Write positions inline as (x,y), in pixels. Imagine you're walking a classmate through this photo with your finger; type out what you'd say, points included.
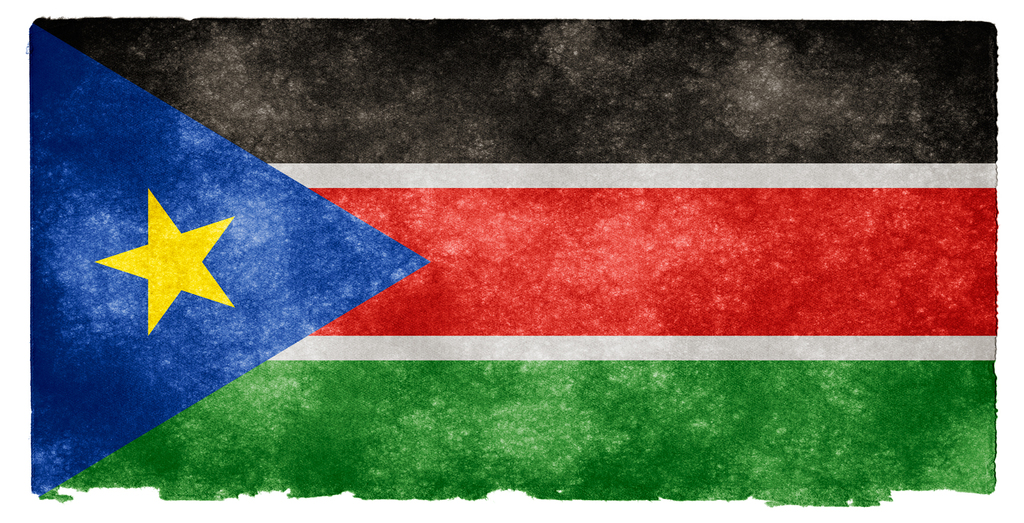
In this image we can see the picture of the flag (330,207).
